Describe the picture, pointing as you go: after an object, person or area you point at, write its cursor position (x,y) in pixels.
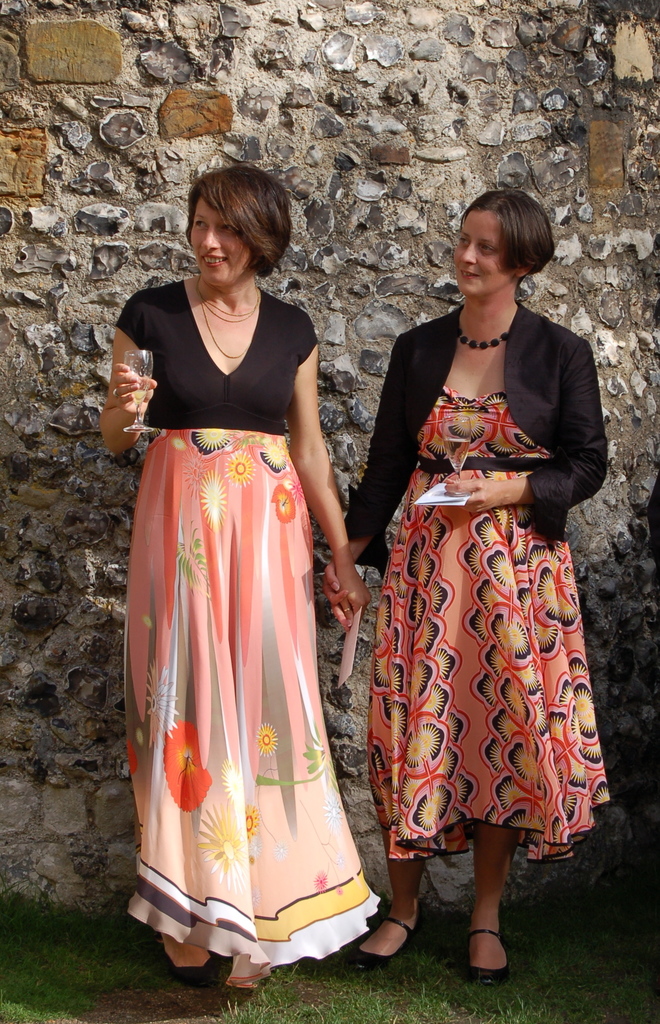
In this image there are two girls (274,519) who are standing one beside the other. In the background (378,69) there is a wall (324,18). The girl (473,427) on the right side (527,459) is holding the paper (430,492), while the girl (184,477) on the left side (147,373) is holding the glass (136,383).
